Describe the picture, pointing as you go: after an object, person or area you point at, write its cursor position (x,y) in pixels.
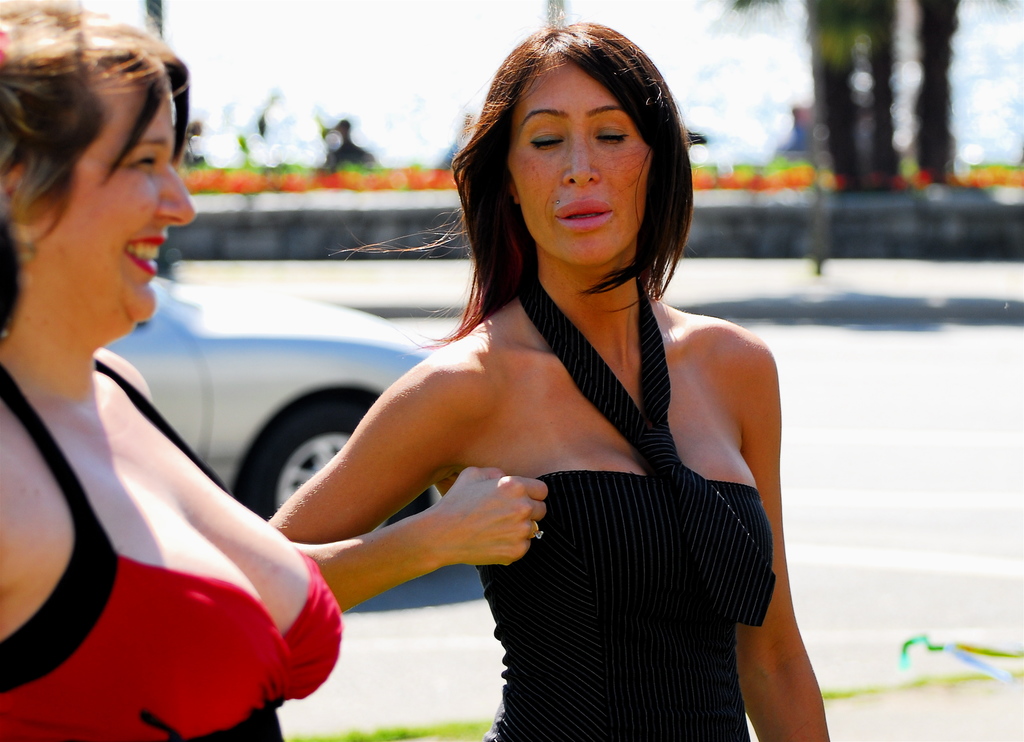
In this picture we can see two women (141,528) standing, a woman (79,544) on the left side (304,573) is smiling, in the background (295,366) there is a car (267,404), we can see a blurry background (886,72).
